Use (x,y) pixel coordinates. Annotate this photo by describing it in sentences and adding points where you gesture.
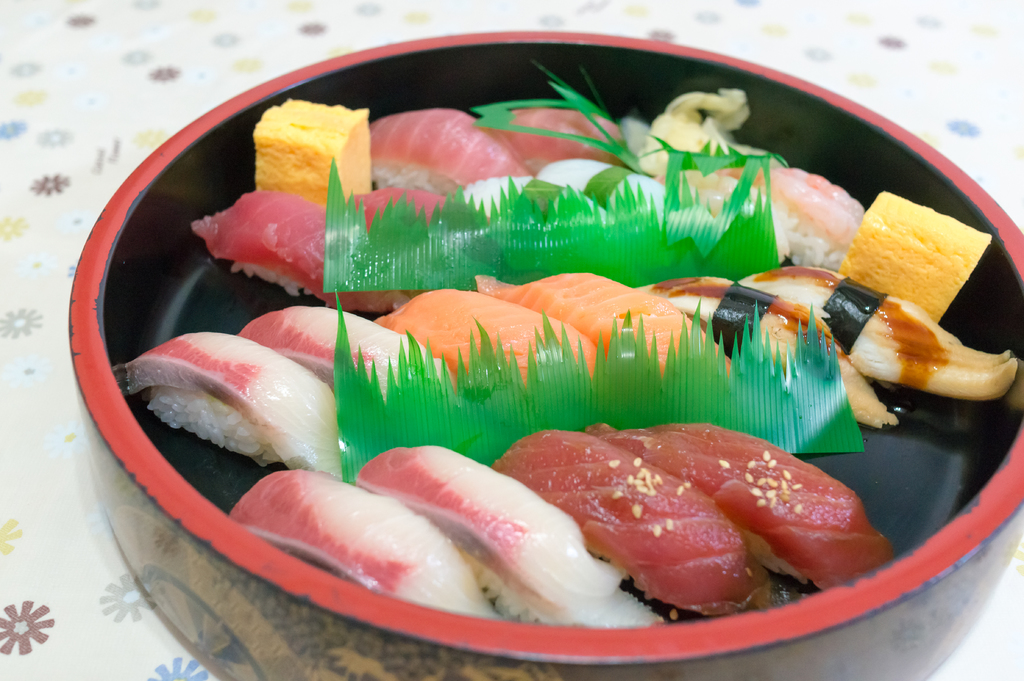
In this picture we can see food (706,497) in a bowl (151,558) and this bowl (166,558) is on the platform (110,564).
